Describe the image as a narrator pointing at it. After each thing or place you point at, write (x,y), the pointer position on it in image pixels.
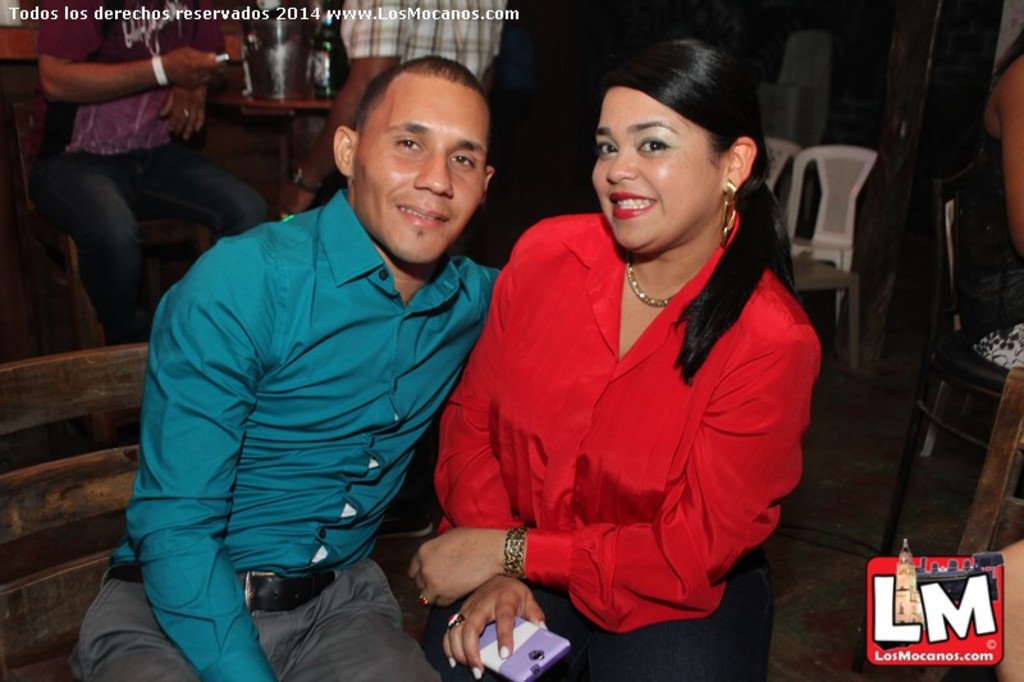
In this image there are two persons (641,415) sitting on the chairs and smiling, and in the background (189,102) there are another two persons (161,204) sitting on the chairs (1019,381), a person (378,8) standing, bottles (326,28) on the table (298,104) and there are watermarks (995,648) on the image.
